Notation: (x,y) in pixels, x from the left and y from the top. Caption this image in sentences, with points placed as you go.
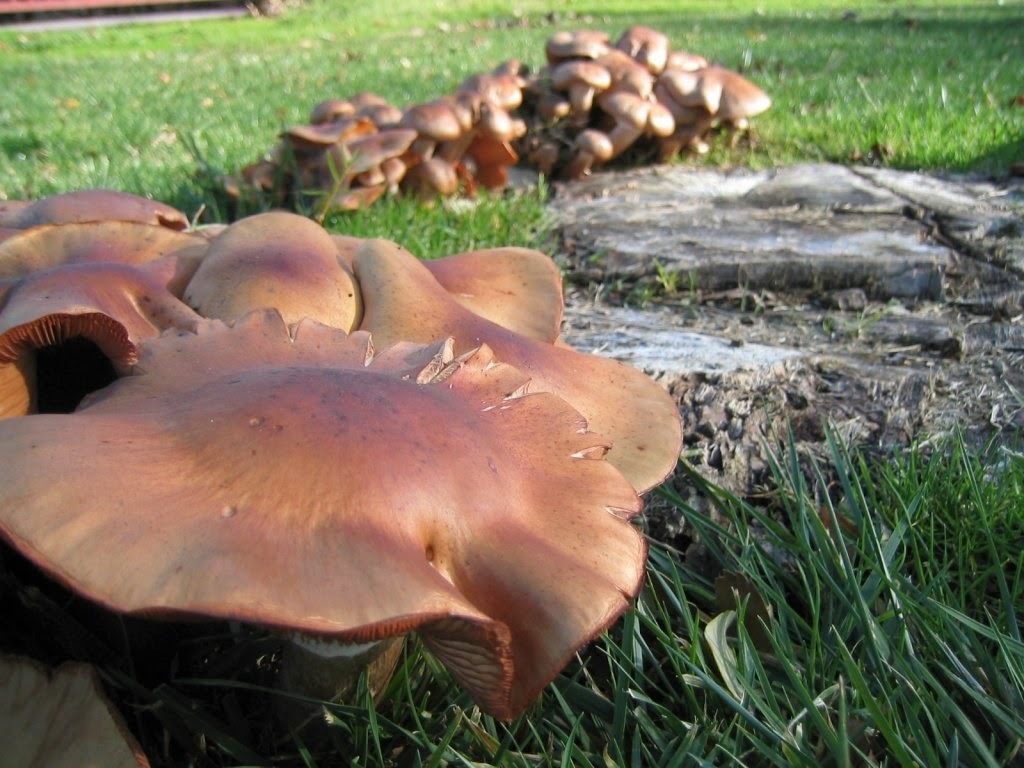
In this image there are mushroom (379,468) in a grassland (908,47).
